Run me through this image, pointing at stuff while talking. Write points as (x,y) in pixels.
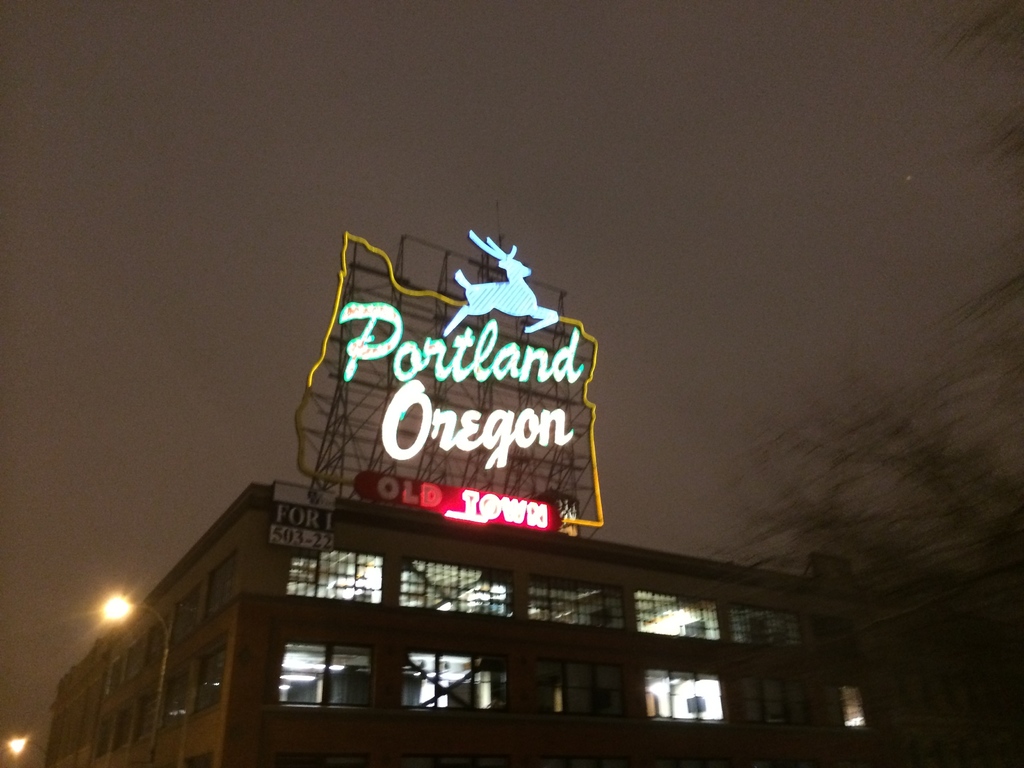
In this image we can see a building (308,635), street poles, street lights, trees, name board (397,414) and sky (112,450).
